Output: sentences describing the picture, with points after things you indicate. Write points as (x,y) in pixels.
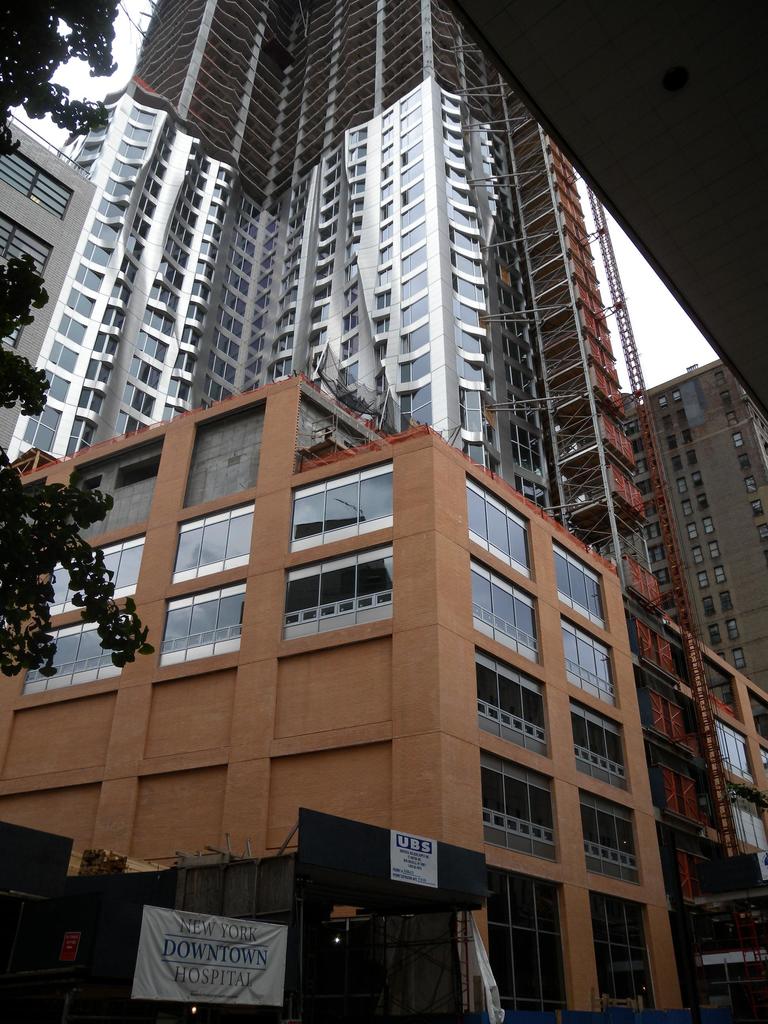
This picture shows a couple of buildings (128,511) and a tree (58,93) and we see couple of banners (283,958).
